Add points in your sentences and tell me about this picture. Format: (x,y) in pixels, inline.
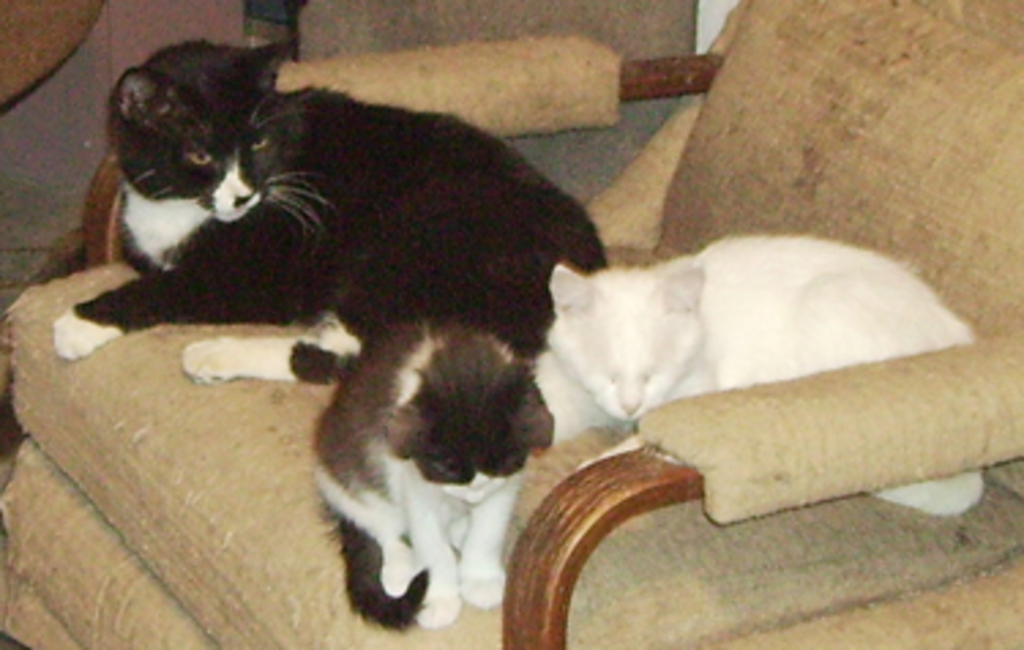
As we can see in the image there is sofa (812,192). On sofa (528,108) there is one white color cat (677,326) and two black color cats (473,344).
